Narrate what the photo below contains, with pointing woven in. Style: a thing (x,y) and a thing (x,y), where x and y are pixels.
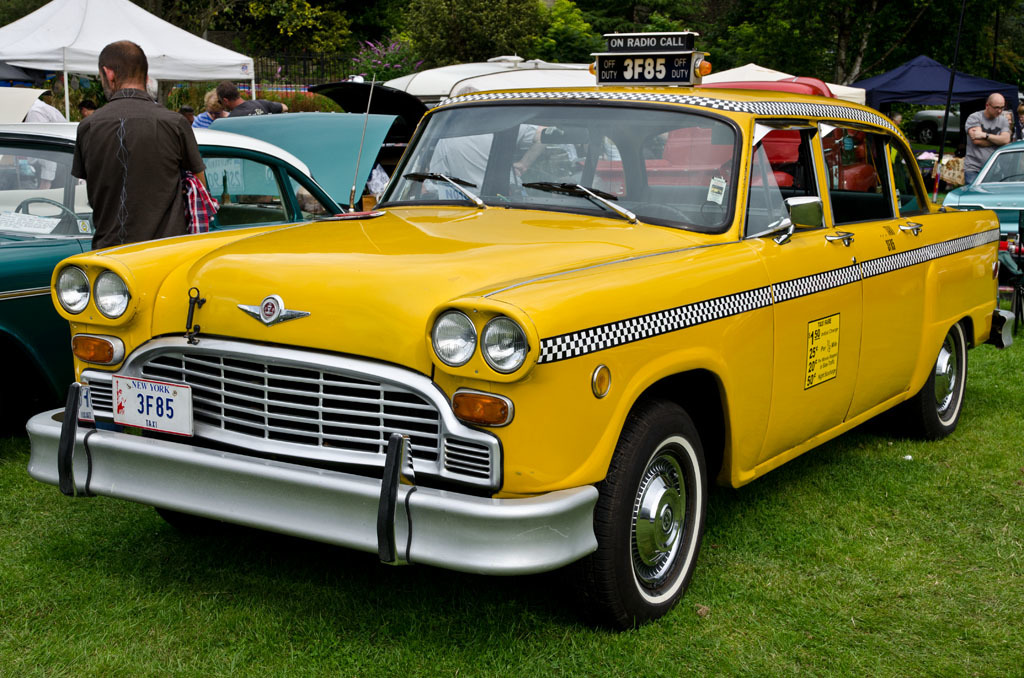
In the foreground (761,167) blue and yellow color cars (420,328) are visible and a group of people (180,168) standing in front of the car (897,167). In the background (876,64) top trees (532,53) are visible and umbrella (949,81) and tents (944,99) are visible. At the bottom (137,551) grass (831,521) is visible and in the middle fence (311,72) is visible. This image is taken on the ground (929,574) during day time.
